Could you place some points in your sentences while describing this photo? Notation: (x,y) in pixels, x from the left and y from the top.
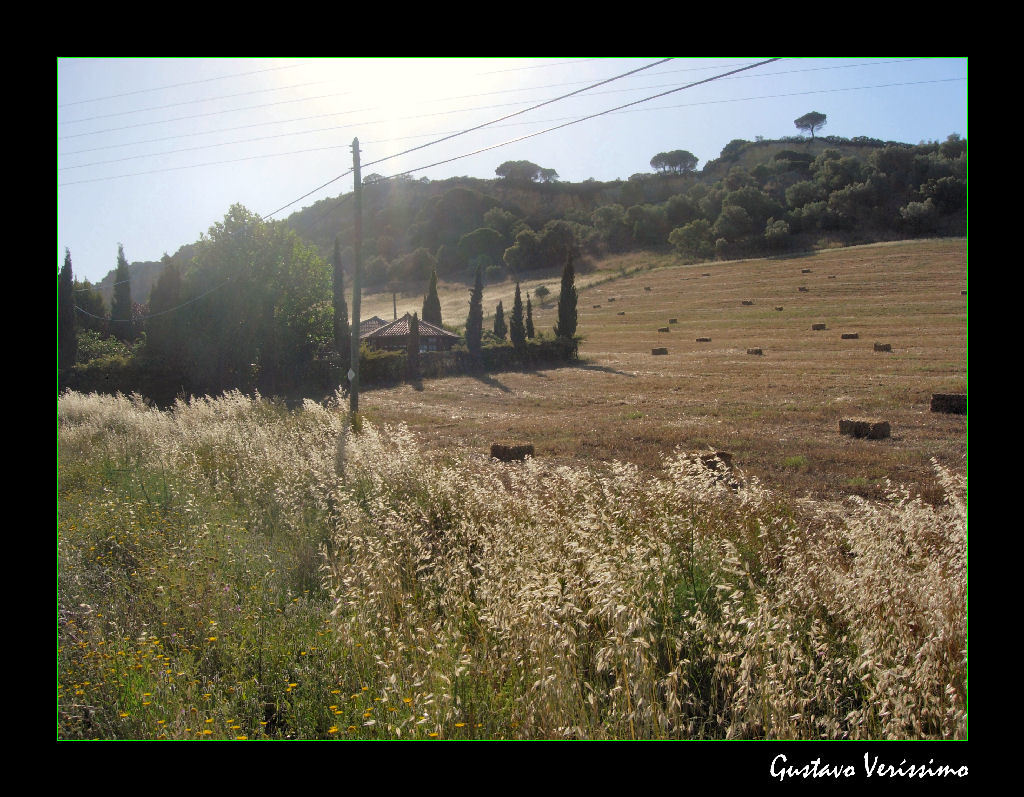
In the foreground of the picture (453,465) I can see the plants (778,648). I can see an electric pole (356,151) and there are electric wires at the top of the picture (404,151). I can see a house (448,339). In the background (551,231), I can see the trees (535,231). The sky (433,148) is clear.
